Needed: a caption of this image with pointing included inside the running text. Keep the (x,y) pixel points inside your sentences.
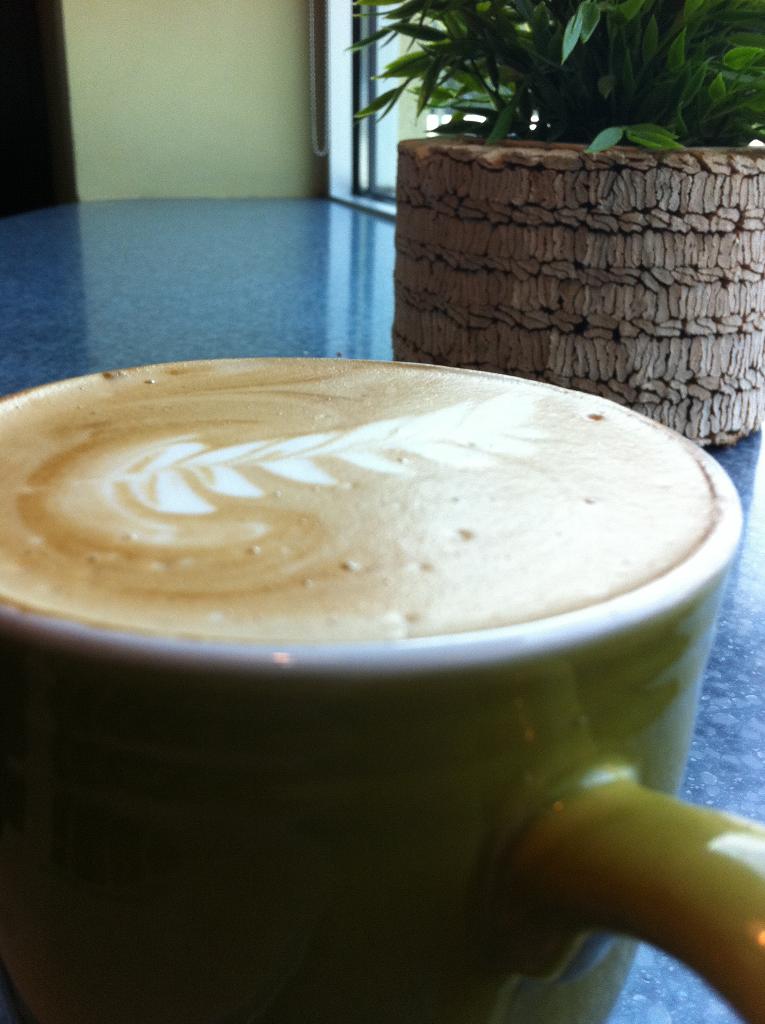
In this image we can see a coffee mug (512,406) and a houseplant (579,277) placed on the table (245,308).
